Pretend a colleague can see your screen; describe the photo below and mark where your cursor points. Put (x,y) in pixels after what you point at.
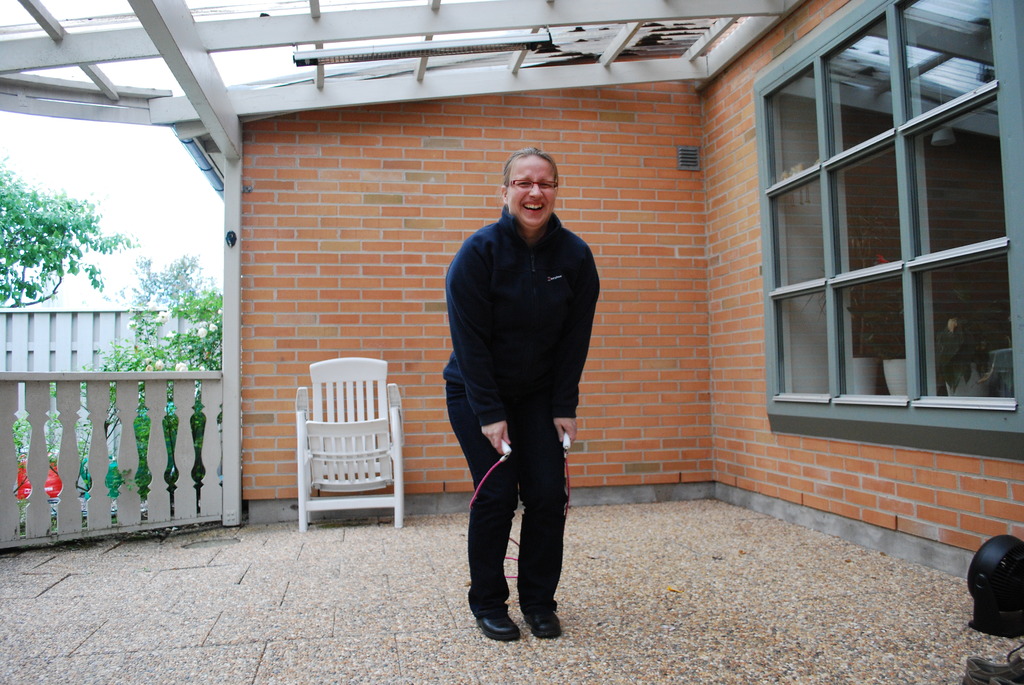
In this image in the center (542,382) there is a woman (544,372) standing and smiling. In the background (363,410) there is an empty chair (347,423) there is a railing (123,430), there are trees (191,335). On the right side (919,269) there is a window (919,269). On the top (387,25) there is a roof stand (300,33) and the sky (151,172) is cloudy and there is an object (998,594) which is black in colour on the right side (988,583).
